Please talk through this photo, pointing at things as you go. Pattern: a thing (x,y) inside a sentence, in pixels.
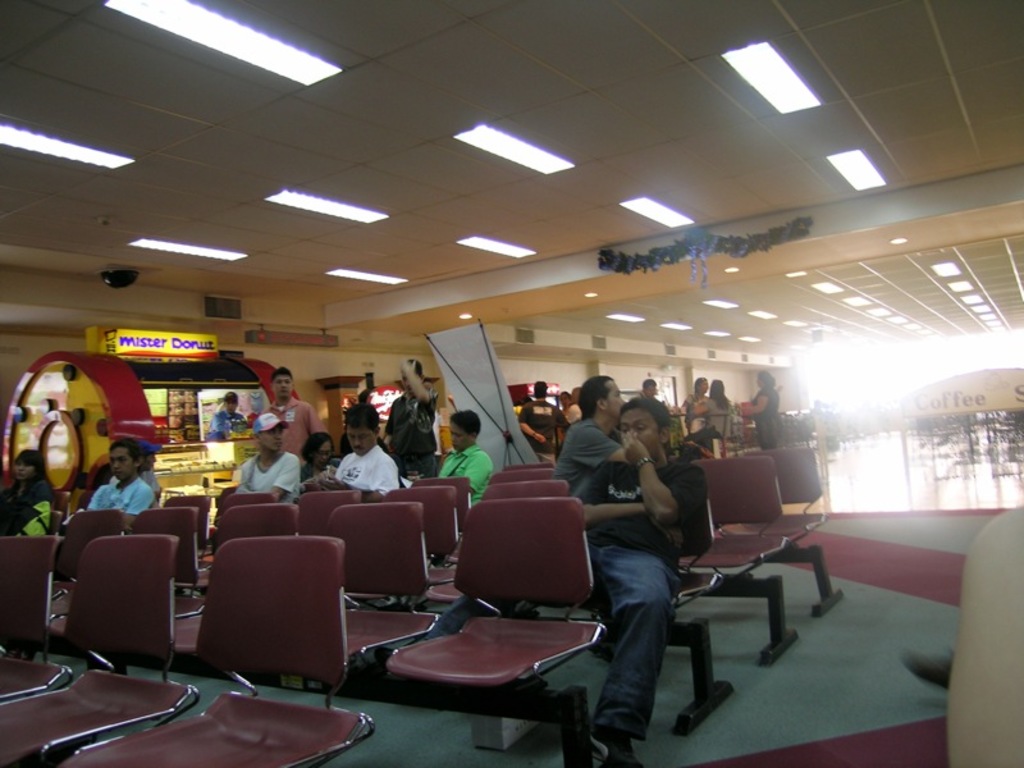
This is an inside view. Here I can see few people (108,506) are sitting on the chairs (408,546) facing towards the left side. In the background (435,430) few people (762,416) are standing. On the left side (173,390) there is a stall (180,461). At the top of the image (182,249) there are few lights (291,201) to the roof (555,93).
